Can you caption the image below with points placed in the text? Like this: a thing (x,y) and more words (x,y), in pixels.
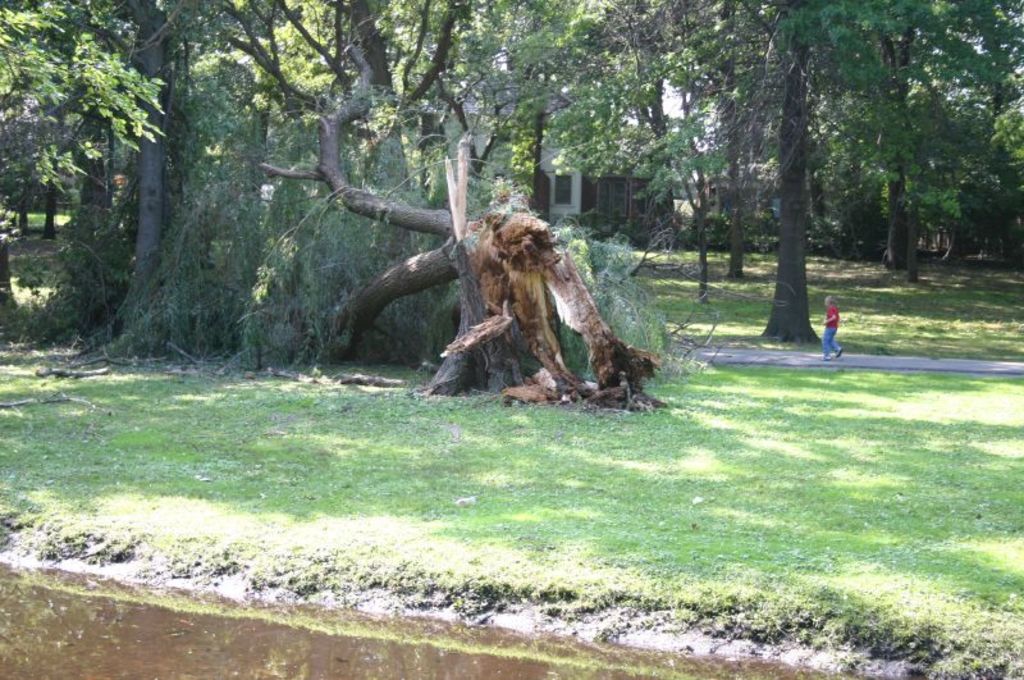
In this image there is the ground (476,462). There is grass (389,452) on the ground (370,424). There are trees (328,133) in the image. In the background (630,199) there is a house (640,195). In the center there is a road (821,352). There is a person (827,338) walking on the road (828,356). At the bottom (172,651) there is the water (251,646).
